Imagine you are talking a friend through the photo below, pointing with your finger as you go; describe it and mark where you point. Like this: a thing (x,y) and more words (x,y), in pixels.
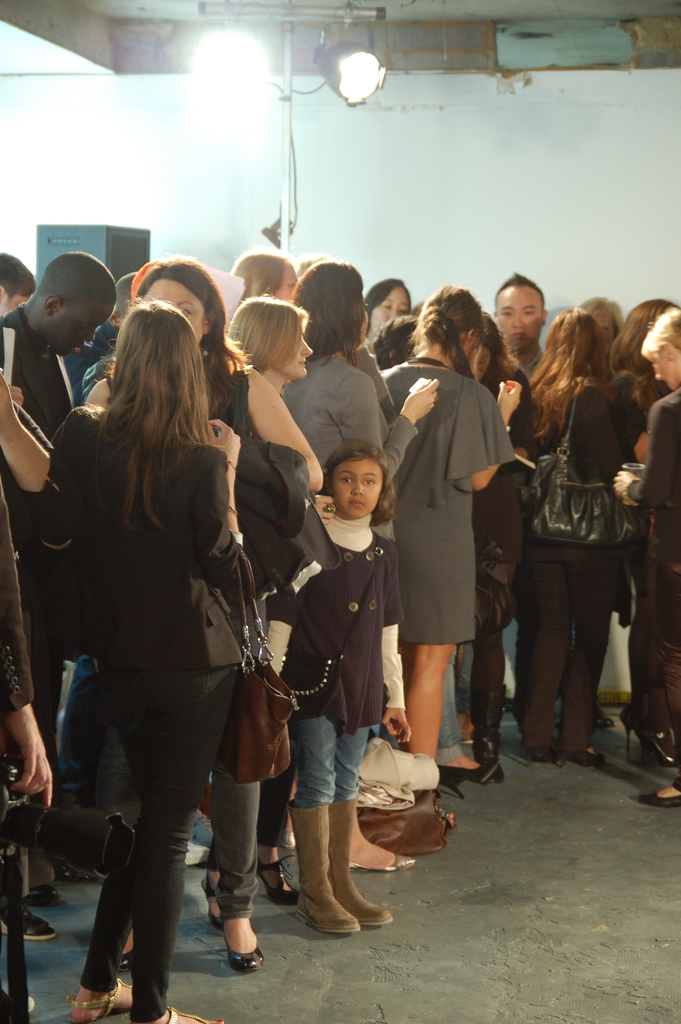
In this image there are people (356,644), bags (389,825), wall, lights (382,69) and objects (101,232). Few people (178,679) wore bags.
